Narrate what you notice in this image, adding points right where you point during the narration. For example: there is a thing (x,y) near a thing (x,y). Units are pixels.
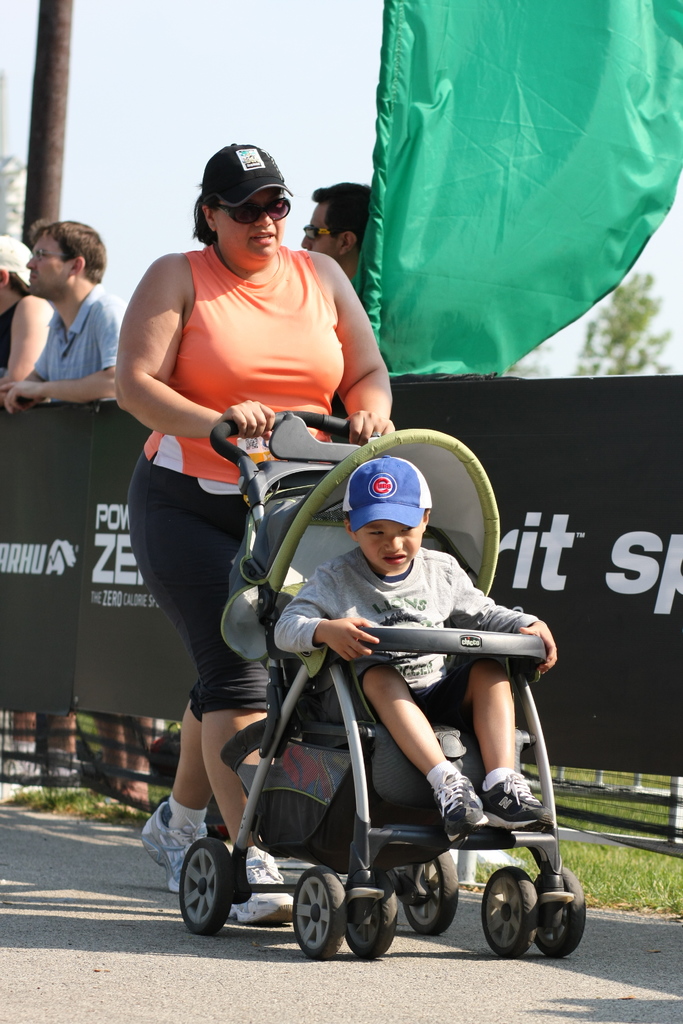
In the center of the image (436,571) a boy (369,501) is sitting in trolley (458,636) and a lady (249,428) is walking and holding trolley (286,458) and wearing hat (237,190), goggles (255,210). In the background of the image (647,451) we can see board (62,495), some persons (59,225), pole (61,191), trees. At the bottom of the image (405,923) we can see grass (609,834) and road (431,1018). At the top of the image (240,88) there is a sky (283,166).
